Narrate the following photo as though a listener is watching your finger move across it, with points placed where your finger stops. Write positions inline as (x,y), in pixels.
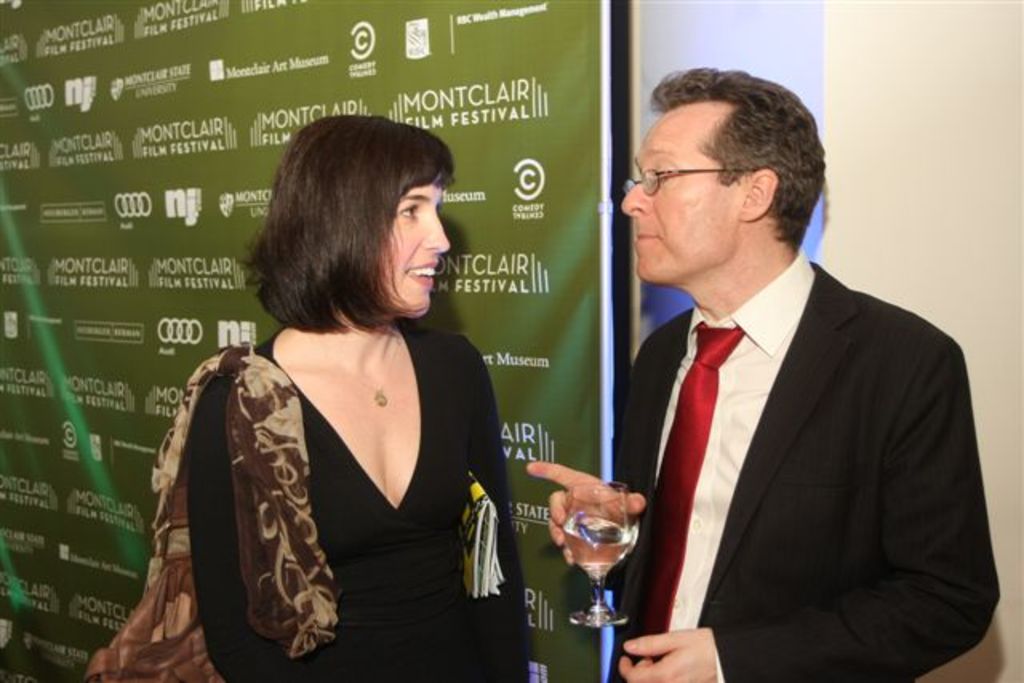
Here we can see that a person (715,499) is standing and holding a wine glass (613,550) in his hand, and at beside a woman (436,468) is standing and smiling, and at back here is the wall (779,48).
